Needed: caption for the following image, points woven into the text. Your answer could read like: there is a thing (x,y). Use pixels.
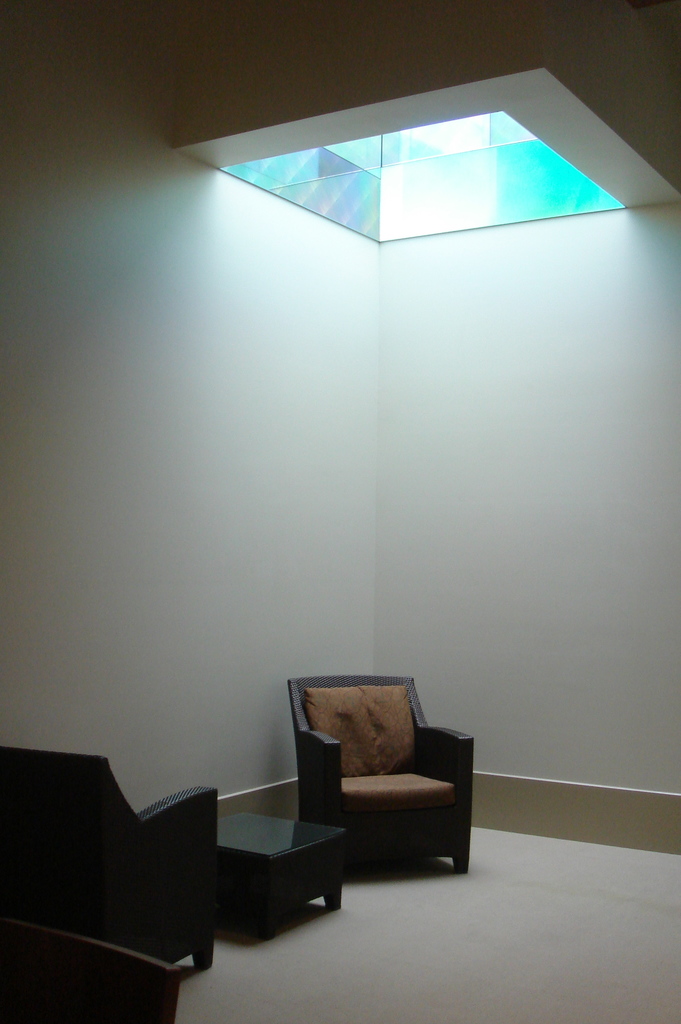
This image is taken indoors. At the bottom of the image (410,924) there is a floor (410,924). At the top of the image (338,105) there is a ceiling (346,26) with a light (403,163). In the background (407,432) there is a wall (557,647). In the middle of the image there are three empty chairs (403,758) and there is a table (274,840).
